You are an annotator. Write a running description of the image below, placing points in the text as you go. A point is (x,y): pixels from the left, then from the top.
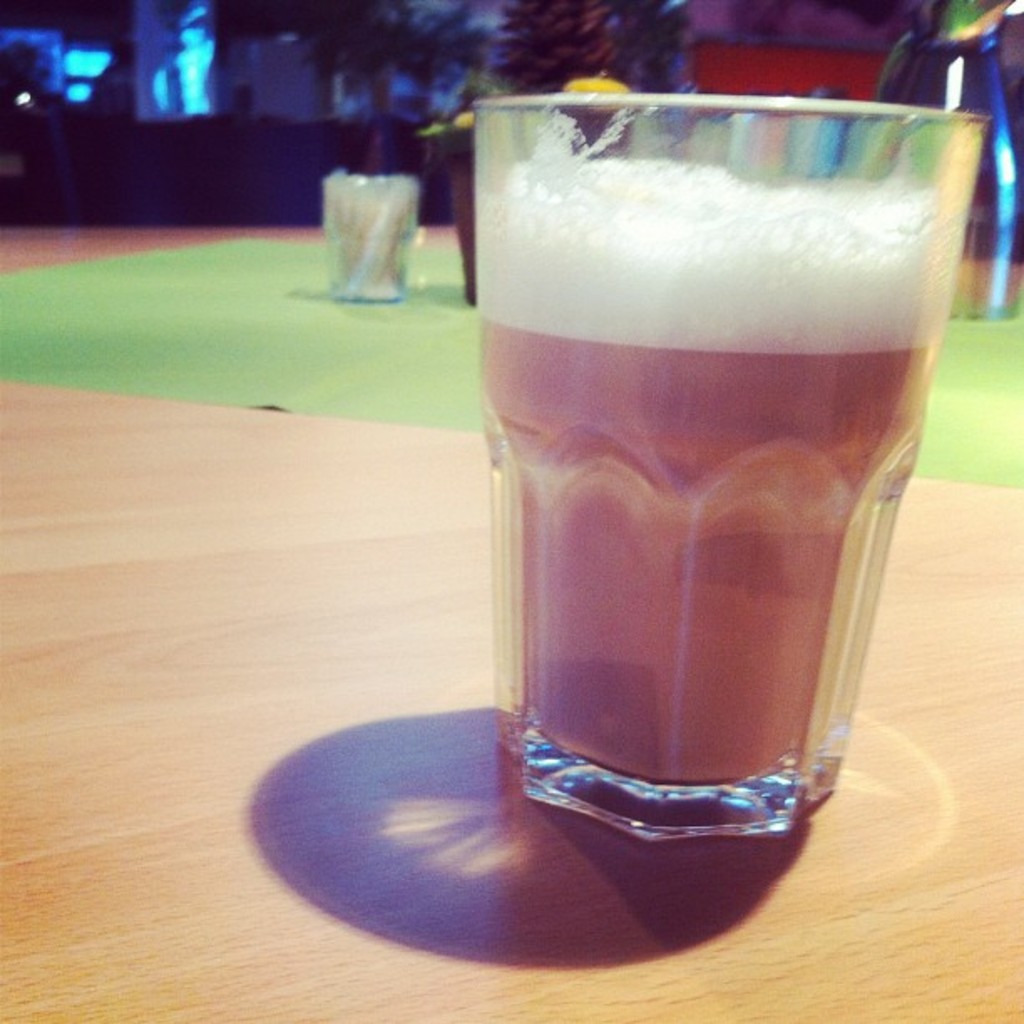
In this picture there is a glass (525,450) on the right side of the image (952,197), on a table (1,611).
